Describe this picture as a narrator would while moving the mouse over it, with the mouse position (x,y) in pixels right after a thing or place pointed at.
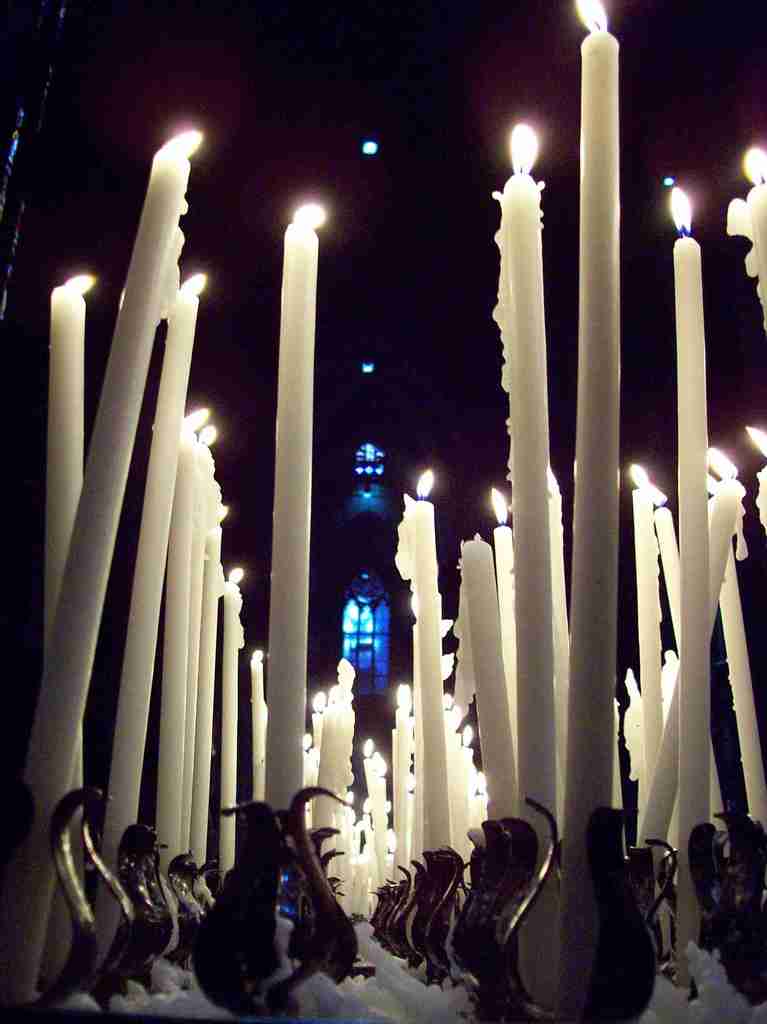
In this picture I can see white color candles (182,525) which has fire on them. In the background (365,588) I can see lights (378,470). The background of the image (412,395) is dark.
